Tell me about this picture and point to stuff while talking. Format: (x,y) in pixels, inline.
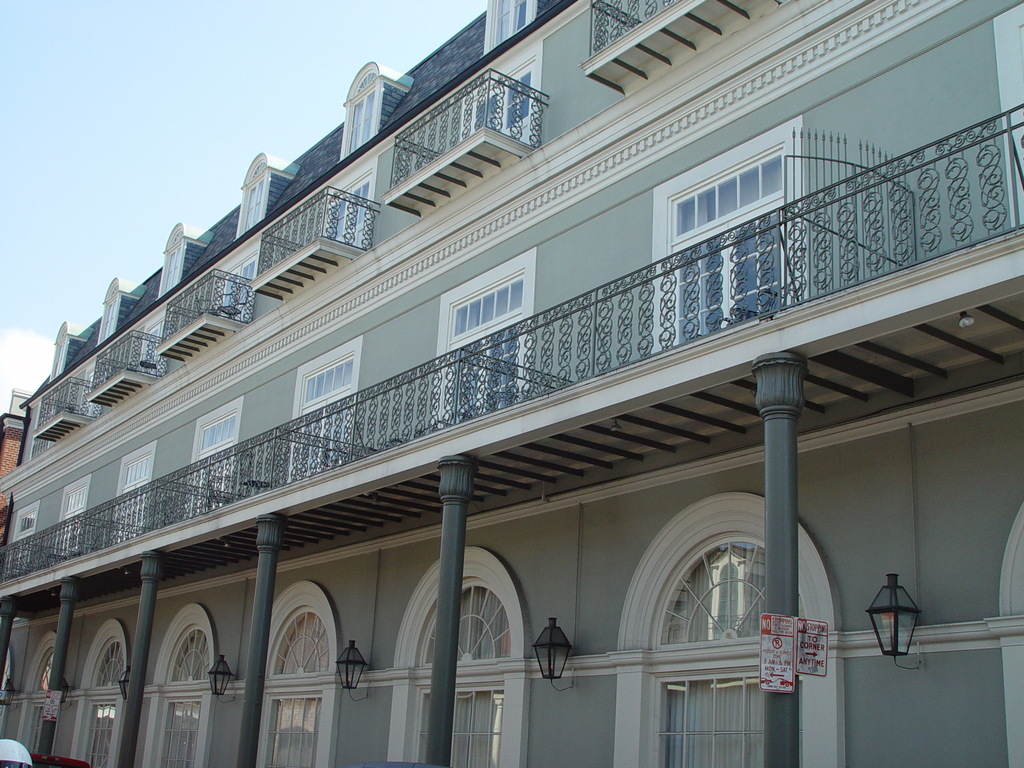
In the foreground of this image (360,409), there is a building (513,327) to which there are windows (426,706), railing (474,380) and lamps (552,674). At the top (79,132), there is the sky (79,132).
